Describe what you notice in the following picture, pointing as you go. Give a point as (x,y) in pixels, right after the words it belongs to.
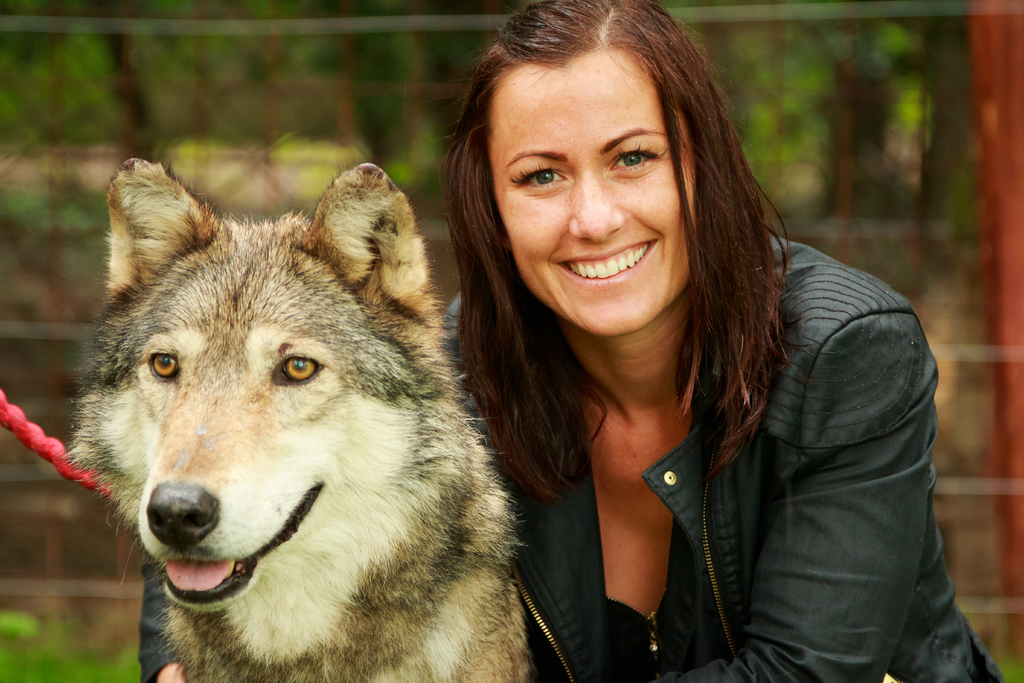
In this image I can see a woman (808,372) wearing black color dress (798,359). I can see dog (291,402) which is in white, brown and black color. Background (950,185) is blurred.
